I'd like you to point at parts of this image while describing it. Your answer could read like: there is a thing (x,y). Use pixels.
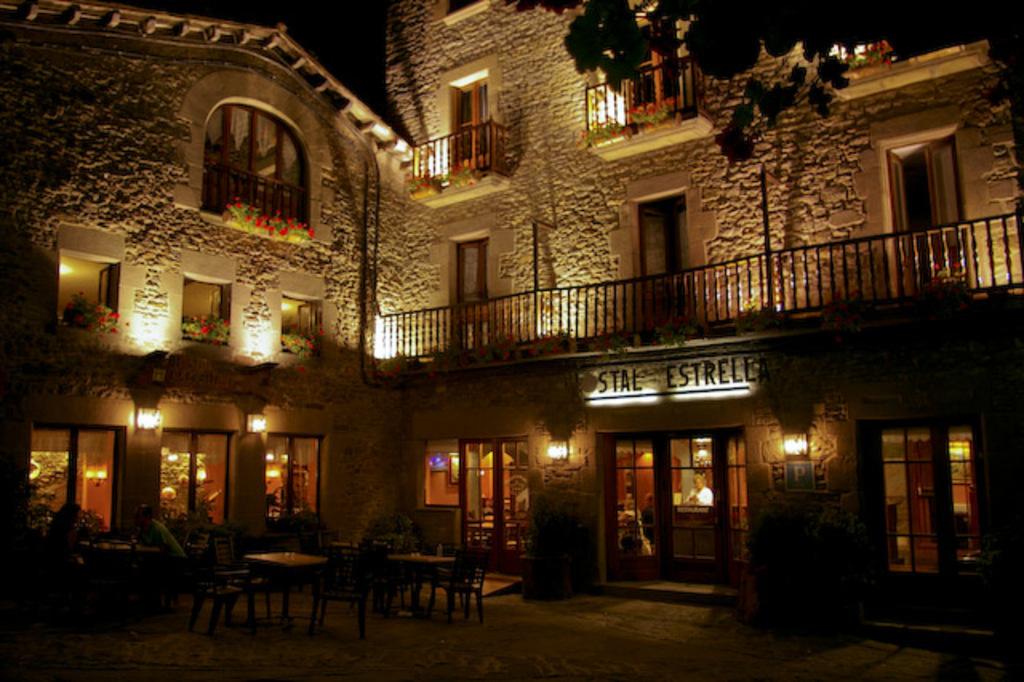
In this image we can see building (340,283), windows (211,156), plants (206,330), flowers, tree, lights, there is a person (690,500) inside the building (682,546), there are tables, chairs (342,594).
